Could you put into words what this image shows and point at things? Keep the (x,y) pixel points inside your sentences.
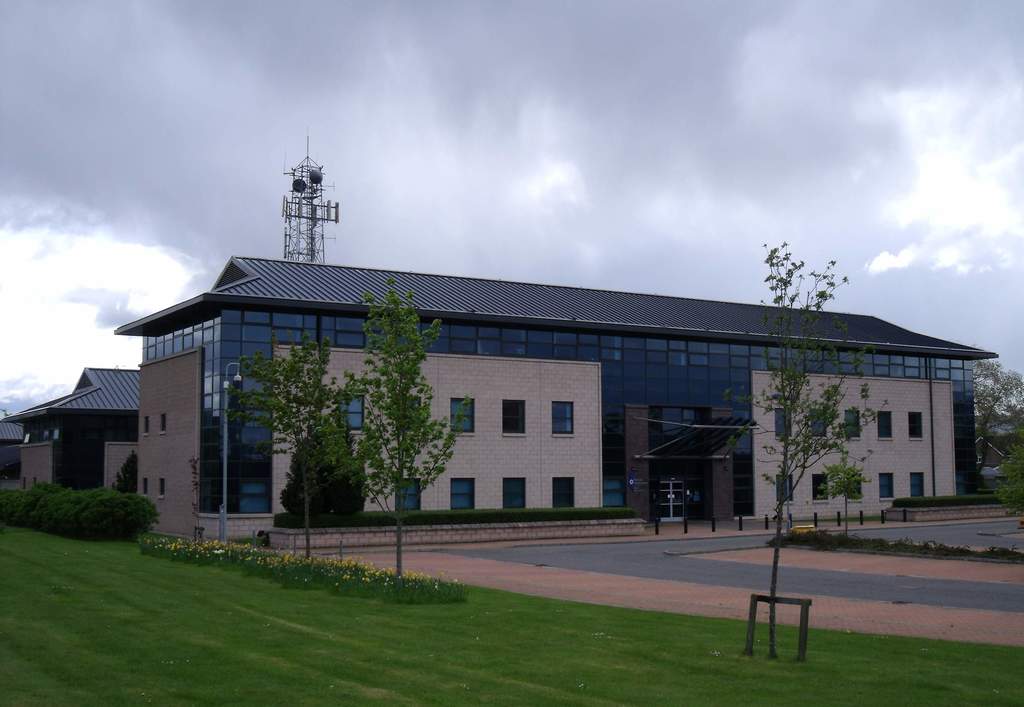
In this image in the front (374,648) there's grass (374,648) on the ground (416,648). In the center (416,462) there are plants (256,547) and there are flowers (282,562). In the background (314,411) there are buildings (631,419), trees (990,405) and there is a tower (318,213) and the sky (478,149) is cloudy.
